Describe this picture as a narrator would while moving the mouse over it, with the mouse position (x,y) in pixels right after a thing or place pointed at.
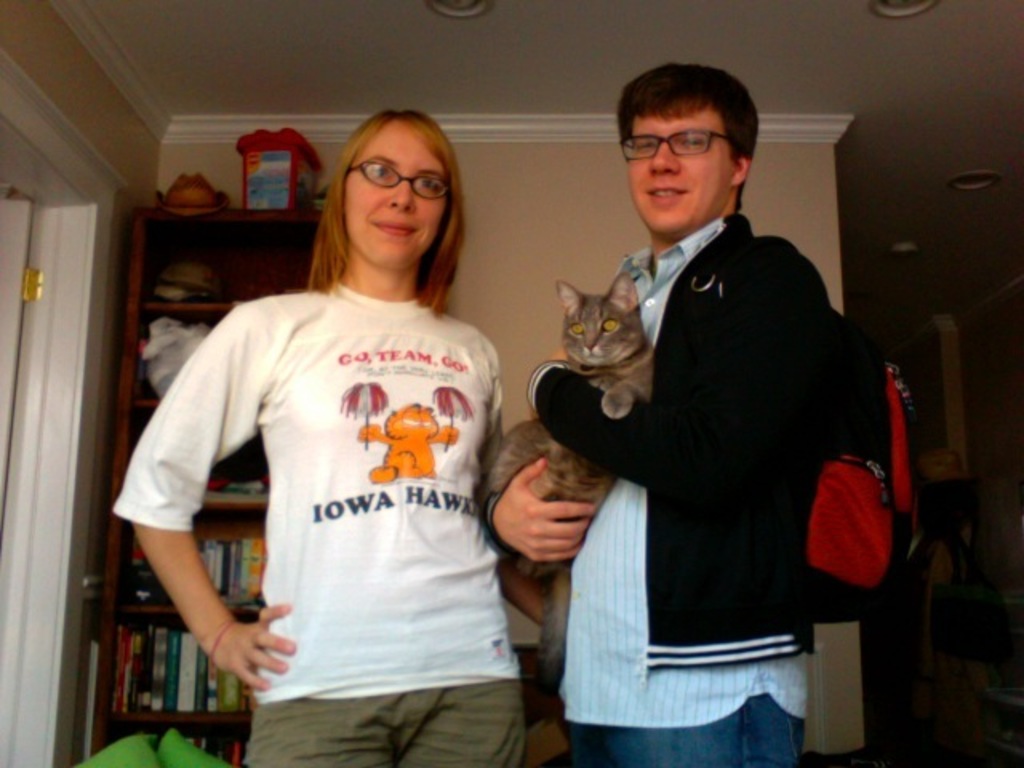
In this picture I can see couple of them (375,251) standing and a man (587,425) holding a cat (619,357) with his hands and he is wearing a backpack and I can see few books (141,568) and few items (187,342) on the shelves (255,271).
